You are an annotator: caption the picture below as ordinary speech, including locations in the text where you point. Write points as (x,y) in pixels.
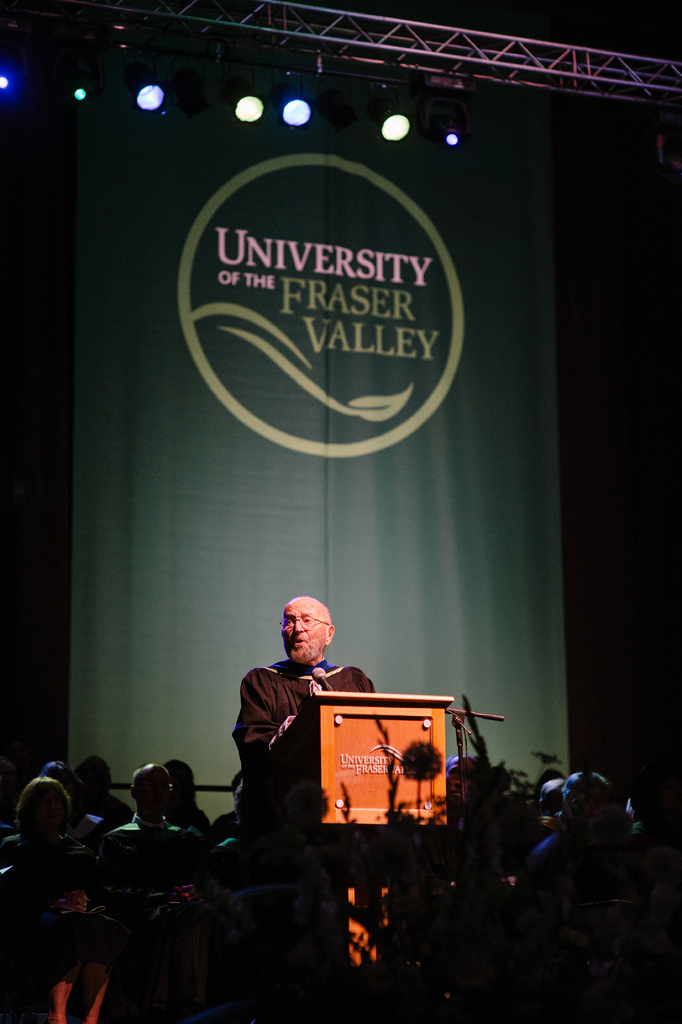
In this image, we can see some persons (561,815). There is a person (272,707) in front of the podium (359,801) which is at the bottom of the image (356,852). There is a banner (362,414) in the middle of the image (376,626). There are lights (240,119) hanging from the metal frame (369,40) which is at the top of the image (381,40).
